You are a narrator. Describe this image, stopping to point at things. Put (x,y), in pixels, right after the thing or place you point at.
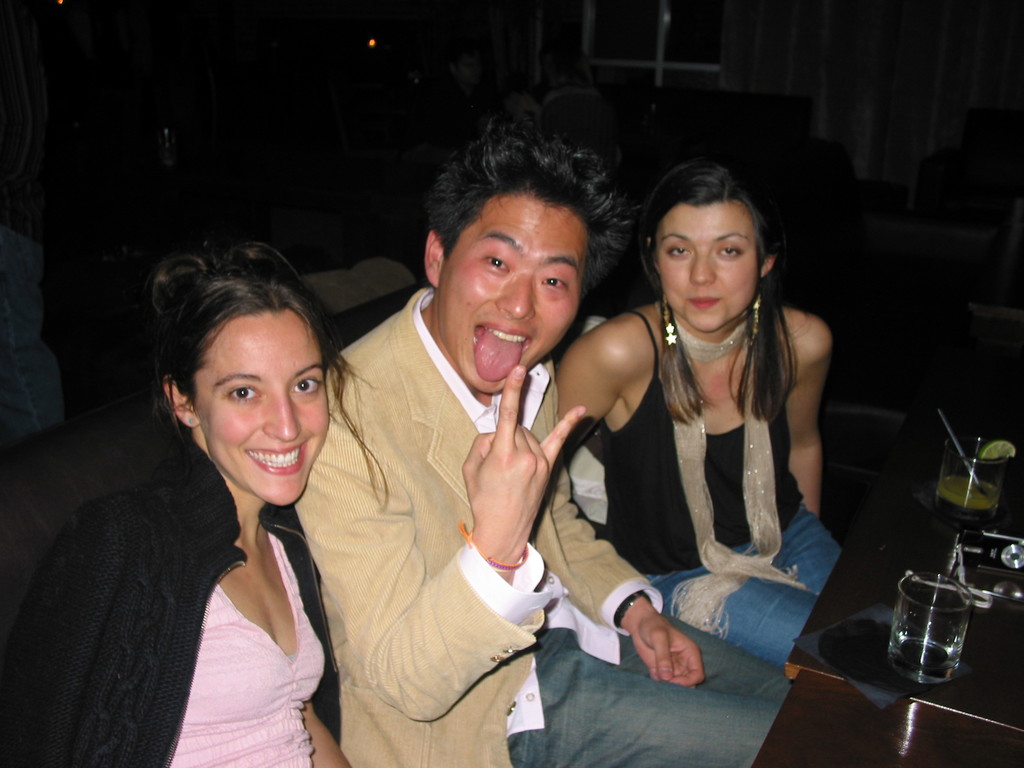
There are three members (301,494) sitting in this picture. Two of them were women (643,485) and middle one was man (480,523). One of them was smiling. In front of them there is a table (901,709) on which some glasses (989,508) were there. In the background (626,19) there is a window (641,70) and a curtain (787,73) here.
